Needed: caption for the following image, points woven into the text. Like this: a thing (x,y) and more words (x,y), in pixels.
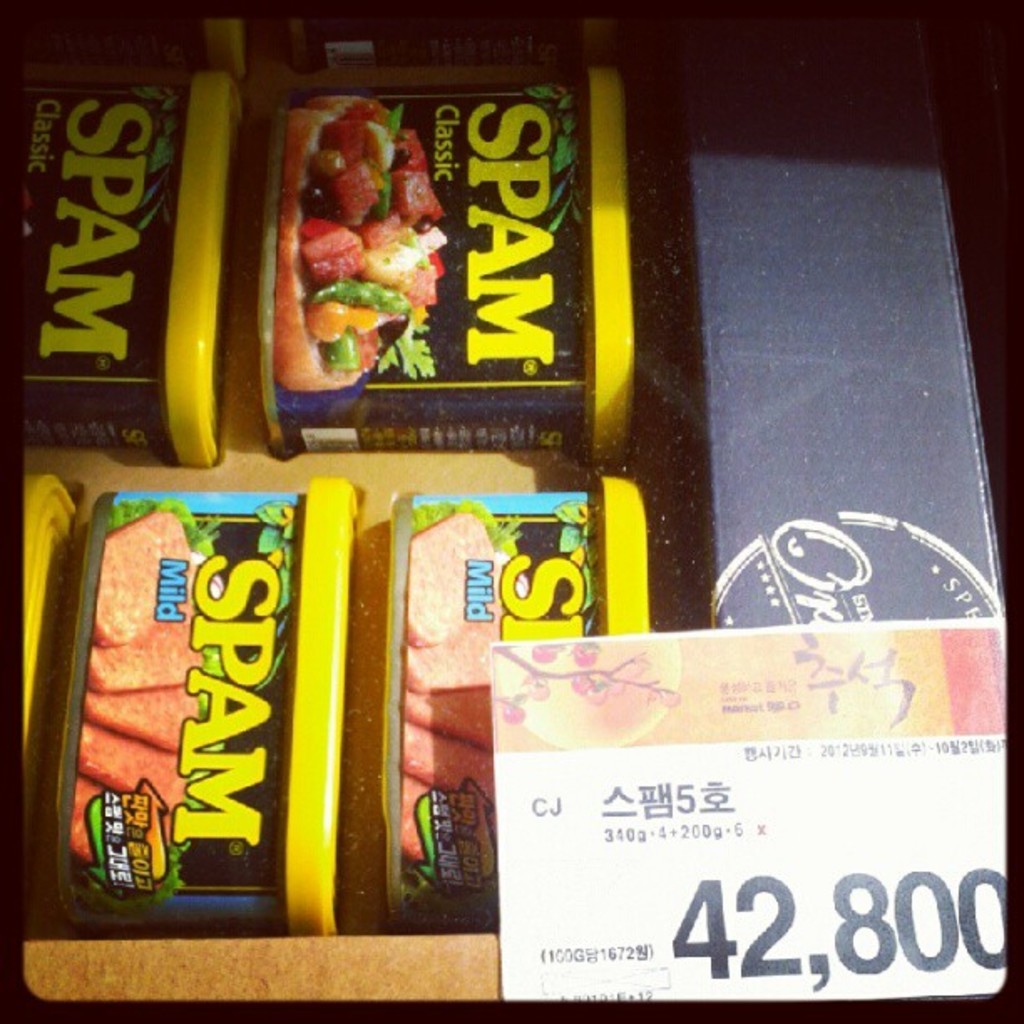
In this image, we can see boxes (439,739) with sticker (426,907). Right side (804,902) bottom, there is a price tag (713,884). The borders of the image, we can see black color.
